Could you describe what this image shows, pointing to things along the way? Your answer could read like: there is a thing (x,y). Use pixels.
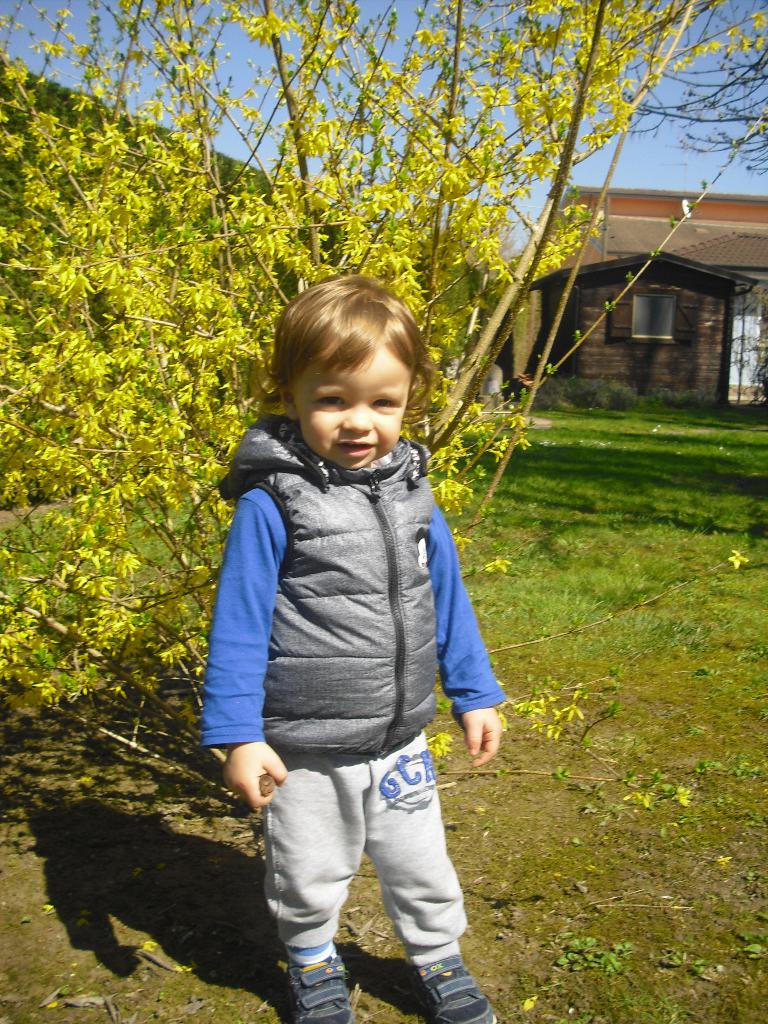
In this image I can see a person (378,383) standing and the person (446,688) is wearing ash color jacket (429,660), blue shirt (235,601) and gray pant (378,875), background (81,368) I can see plants (116,303) in green color, a house (582,350) in cream and brown color and the sky (402,56) is in blue color.
